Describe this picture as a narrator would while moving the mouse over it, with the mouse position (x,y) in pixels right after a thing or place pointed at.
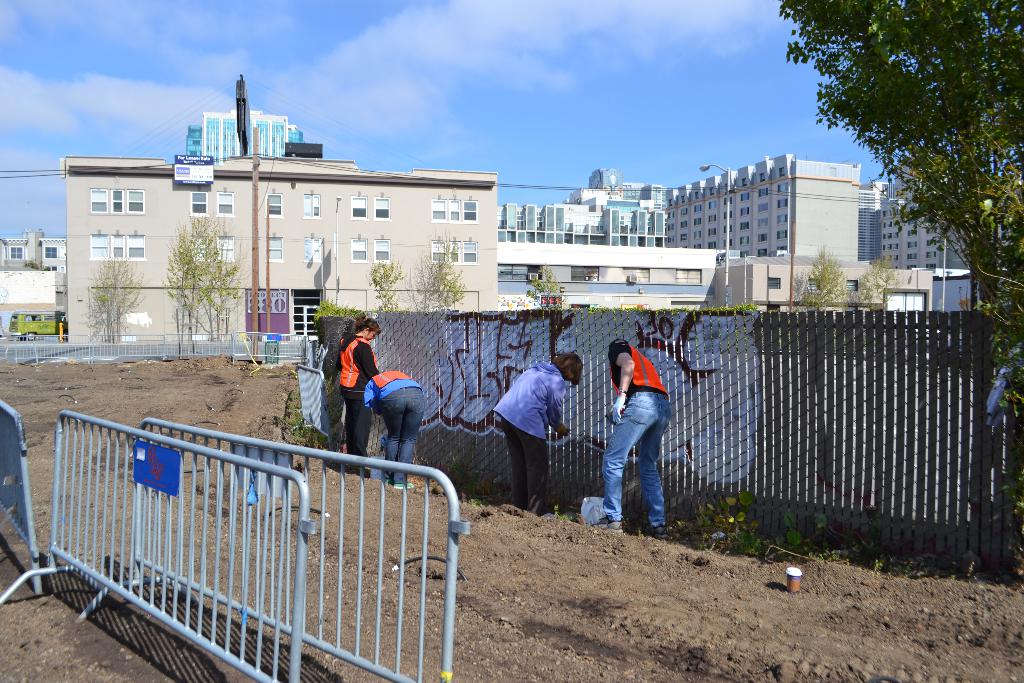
On the left side (167,503) we can see fences (167,548) on the ground (511,530). In the background (486,393) there are few persons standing at the fence (610,390) and a person (557,396) is in motion and we can see drawings (458,411) on the fence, trees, buildings (5,306), poles (254,334), light poles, windows (141,242), vehicle (32,321) on the left side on the road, fence (26,346) and clouds (360,78) in the sky (155,83).
